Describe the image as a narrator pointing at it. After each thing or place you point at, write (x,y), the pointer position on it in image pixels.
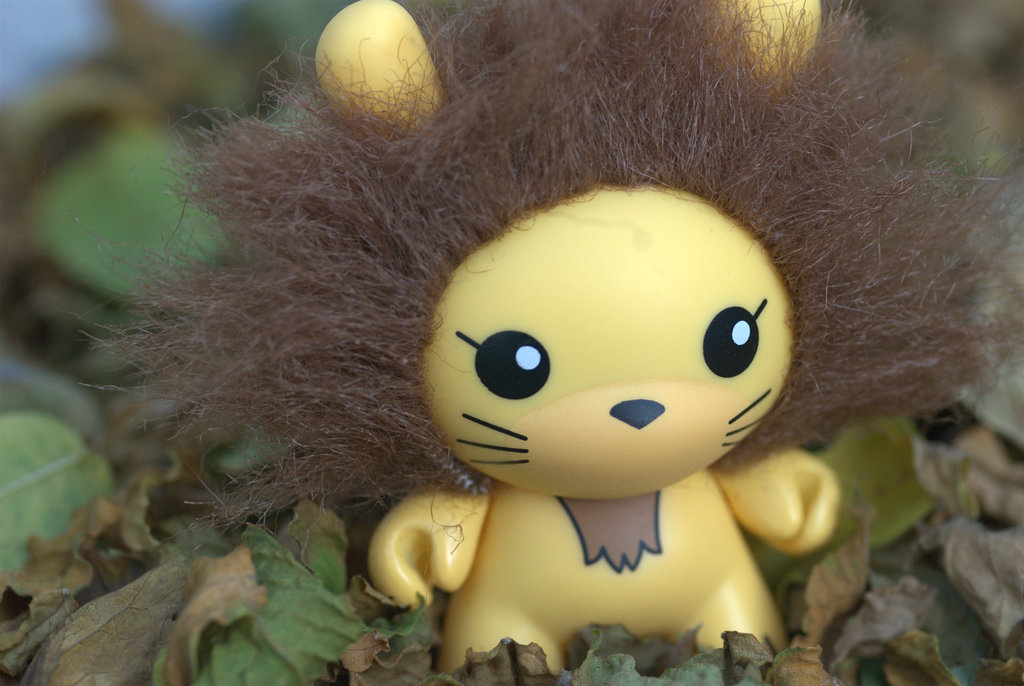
In this picture we can see a toy (515,363) and few leaves (195,577).
